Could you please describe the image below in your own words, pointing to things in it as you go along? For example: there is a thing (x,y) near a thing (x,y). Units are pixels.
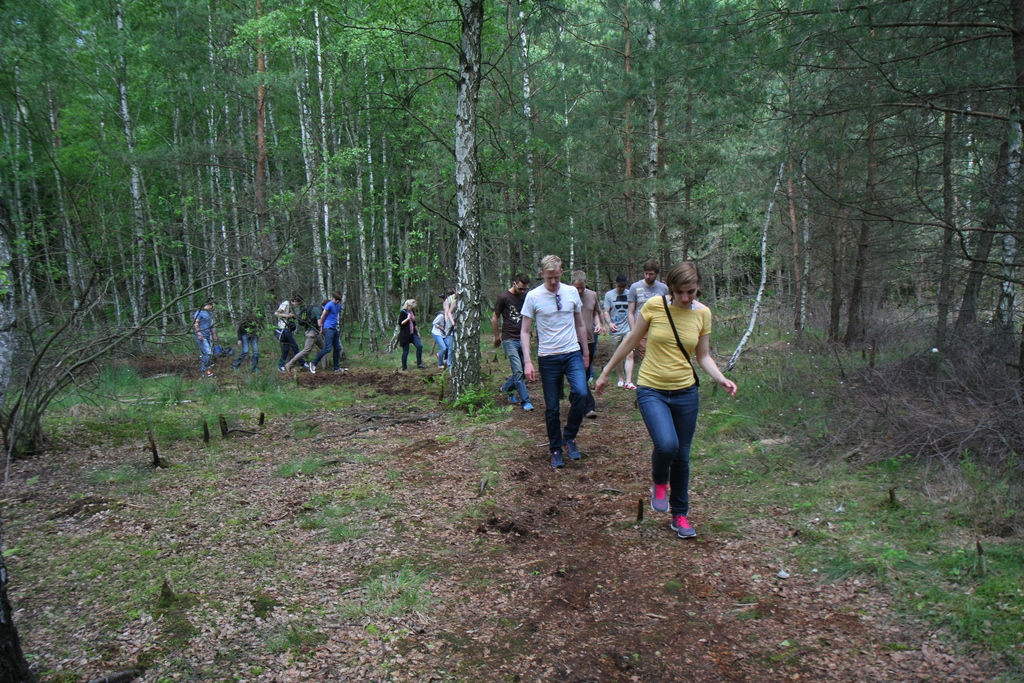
In this image I can see an open grass ground (788,373) and on it I can see number of people (571,434) are walking. I can see few of them are carrying bags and I can also see number of trees (373,238).
